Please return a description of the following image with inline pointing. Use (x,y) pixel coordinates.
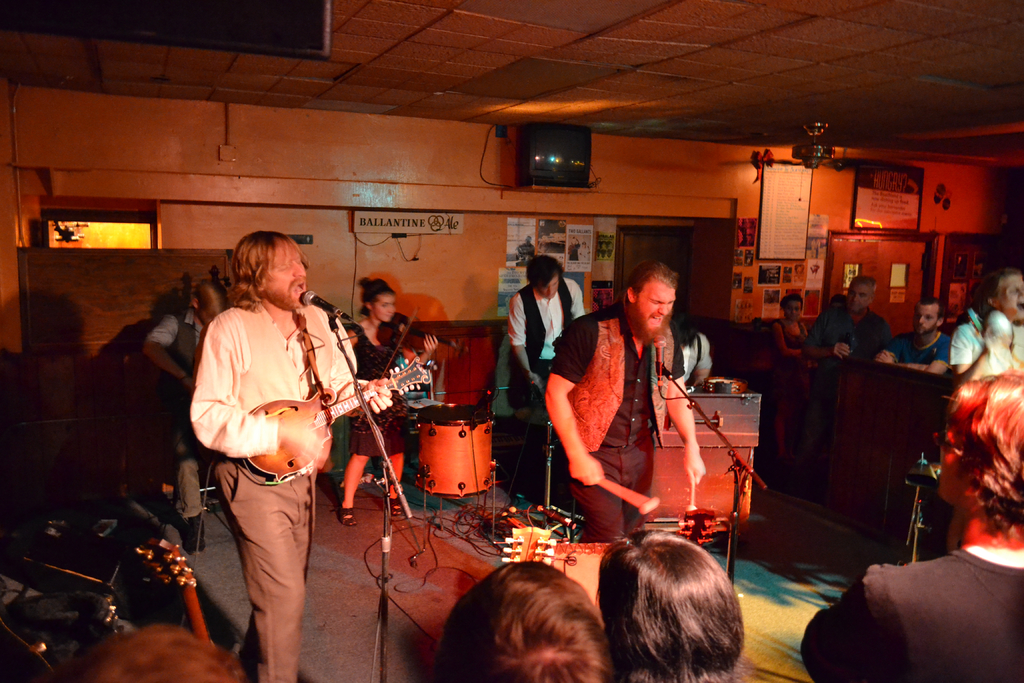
There are group of people (606,333) playing music and there are audience (866,283) in front of them.
